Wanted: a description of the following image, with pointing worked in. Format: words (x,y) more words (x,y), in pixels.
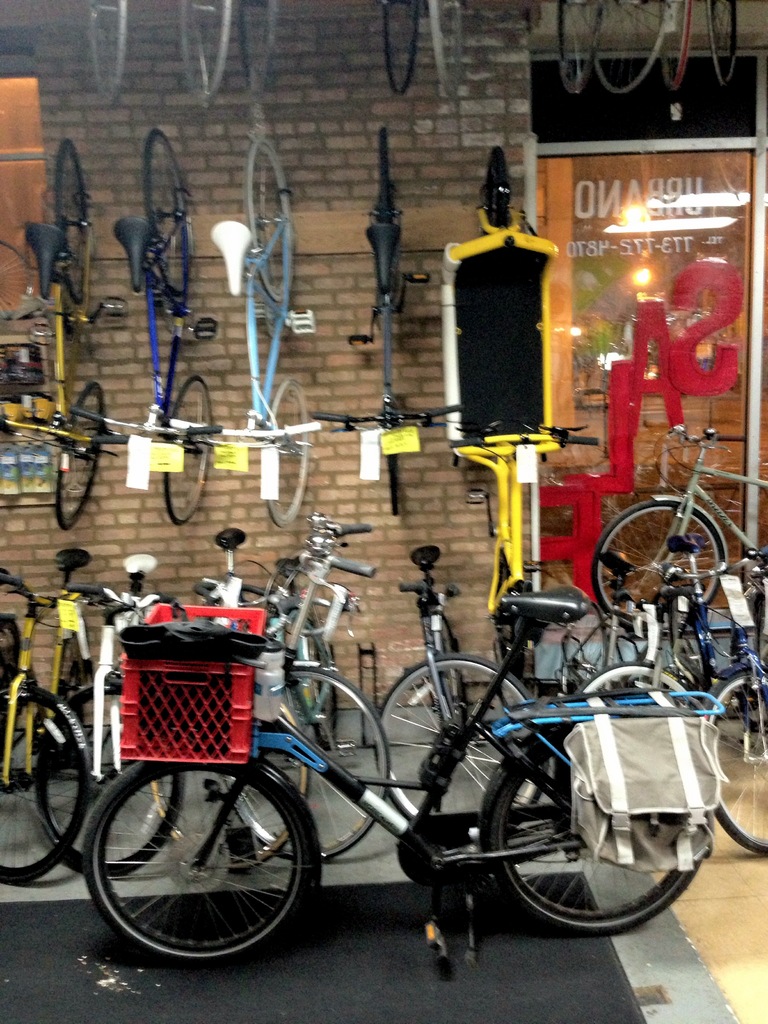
In this picture there are bicycles (571,928). In the foreground (551,883) there is a bag (618,770) and basket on the bicycle (607,927). At the back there is a board (742,519) and there is a reflection of light (665,226) on the board (651,244).
